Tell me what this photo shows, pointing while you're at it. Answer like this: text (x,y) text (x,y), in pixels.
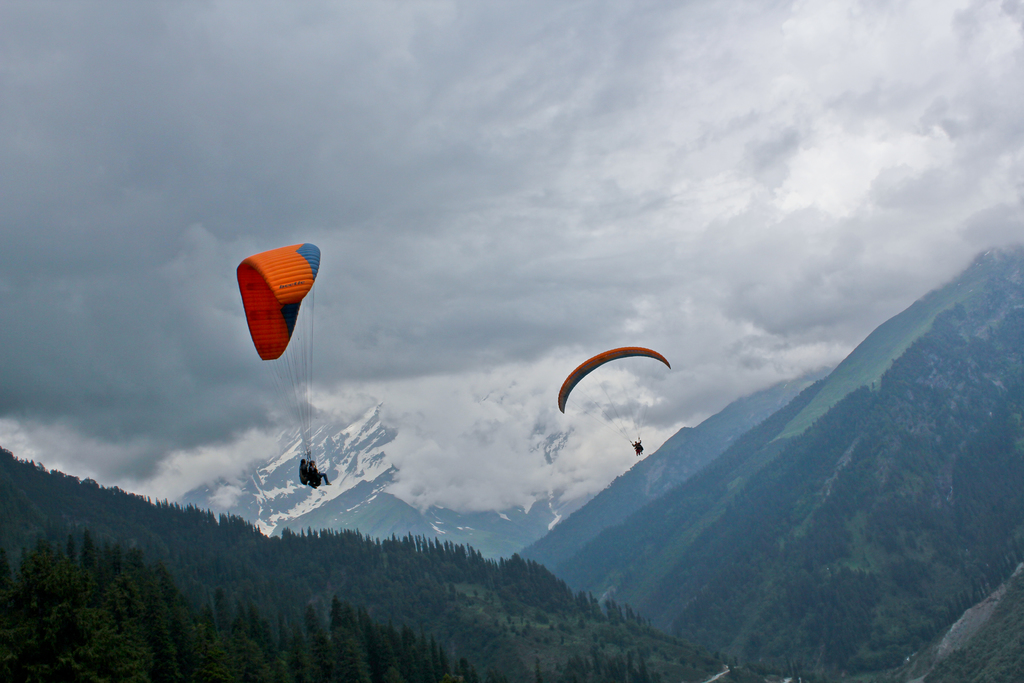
In the center of the image (633,351) we can see parachutes (264,290) and persons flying in the air (320,355). In the background (289,373) we can see hills (648,552), trees (379,557), mountains (372,473), snow (366,461), sky (356,180) and clouds (177,269).
